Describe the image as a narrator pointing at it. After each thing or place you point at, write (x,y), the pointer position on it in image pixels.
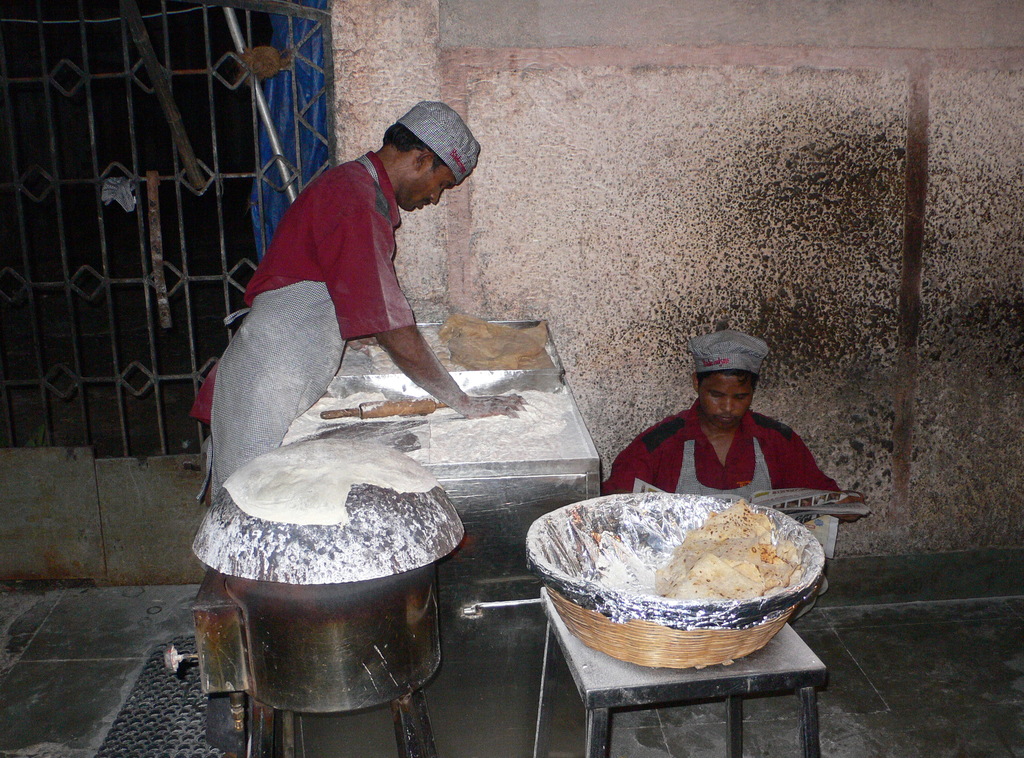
In the image there is a stool (792,640). On the stool (577,678) there is a basket (628,591) with silver cover (607,544) and some food items (718,548) in it. Beside that there is a stove (232,614) with pan (317,581). On the pan (319,539) there is an object (278,485). Behind the stove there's a man (308,368) with cap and apron (297,380) is standing. In front of him there is a table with flour (523,410) and wooden roll (425,402). Behind the table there is a man (791,454) on the floor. Behind them there is a wall (356,64) and grills (188,267) with designs (174,223). And also there are few items (156,188) in it.
